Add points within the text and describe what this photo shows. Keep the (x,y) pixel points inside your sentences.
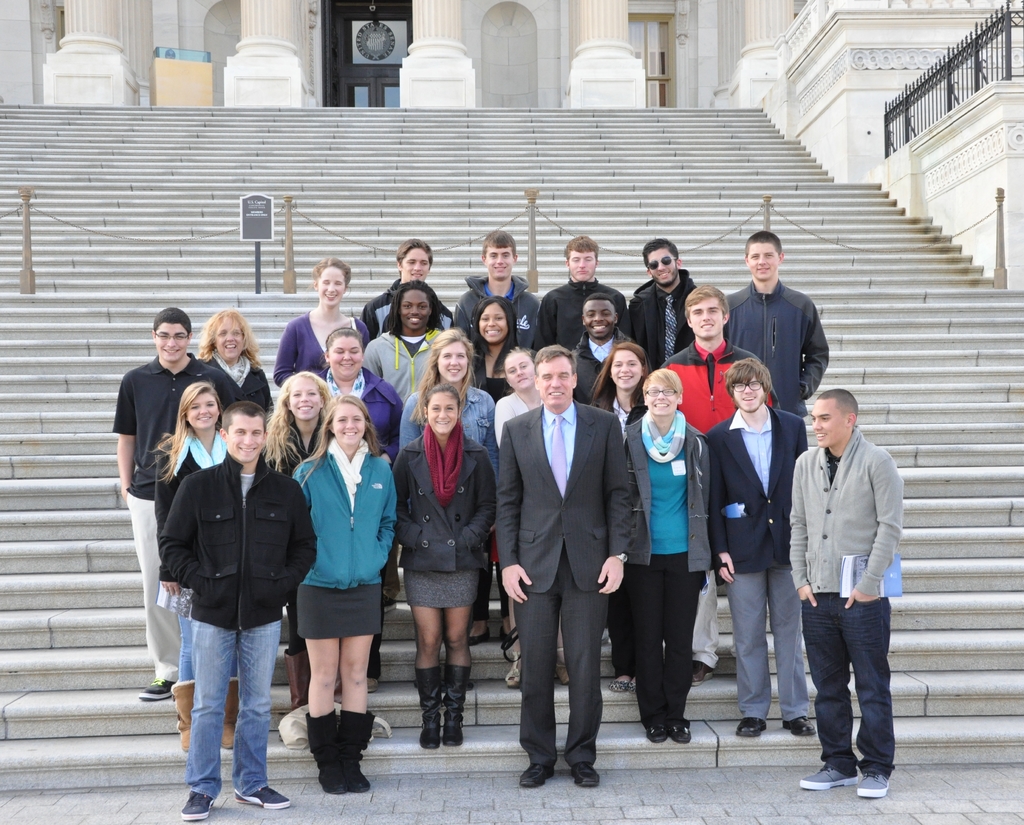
In this image we can see a building (450,87) and it is having an entrance (364,90). There are staircases (393,111) in the image. There is a fencing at the right side of the image (993,50). There is a board (254,229) in the image. There is a barriers (529,200) in the image. A group of people (500,484) are standing and few people (854,618) are holding some objects (853,577) in their hands (809,595).
